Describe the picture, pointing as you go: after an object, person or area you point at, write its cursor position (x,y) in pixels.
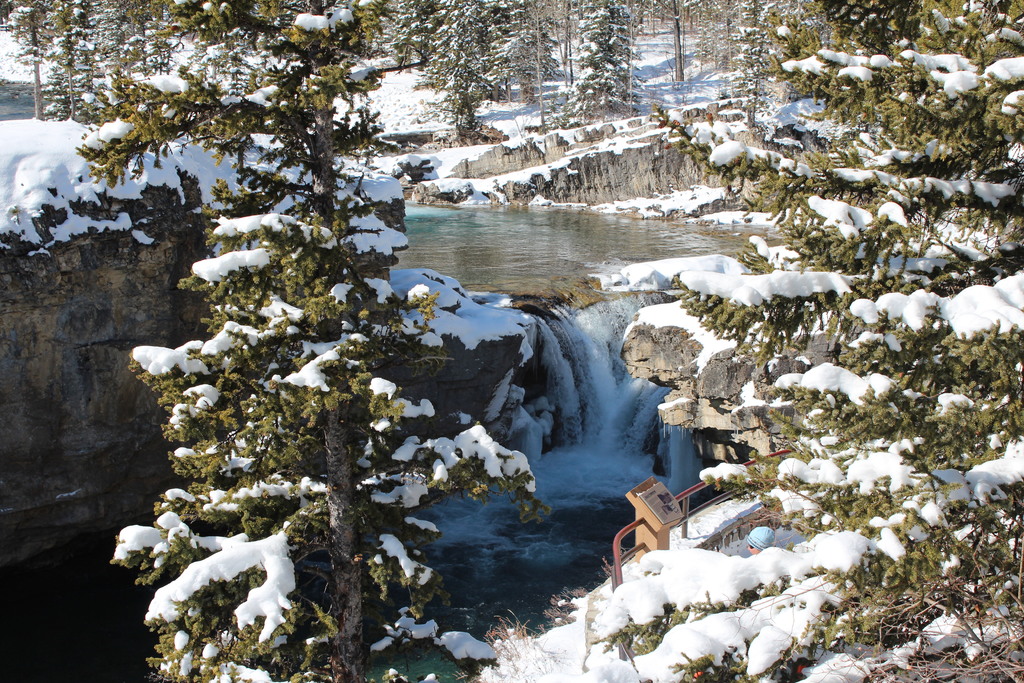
In front of the image there is a railing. There is water (543,257). There is snow (361,4) on the trees (257,292), rocks (393,202) and on the surface (547,87).
